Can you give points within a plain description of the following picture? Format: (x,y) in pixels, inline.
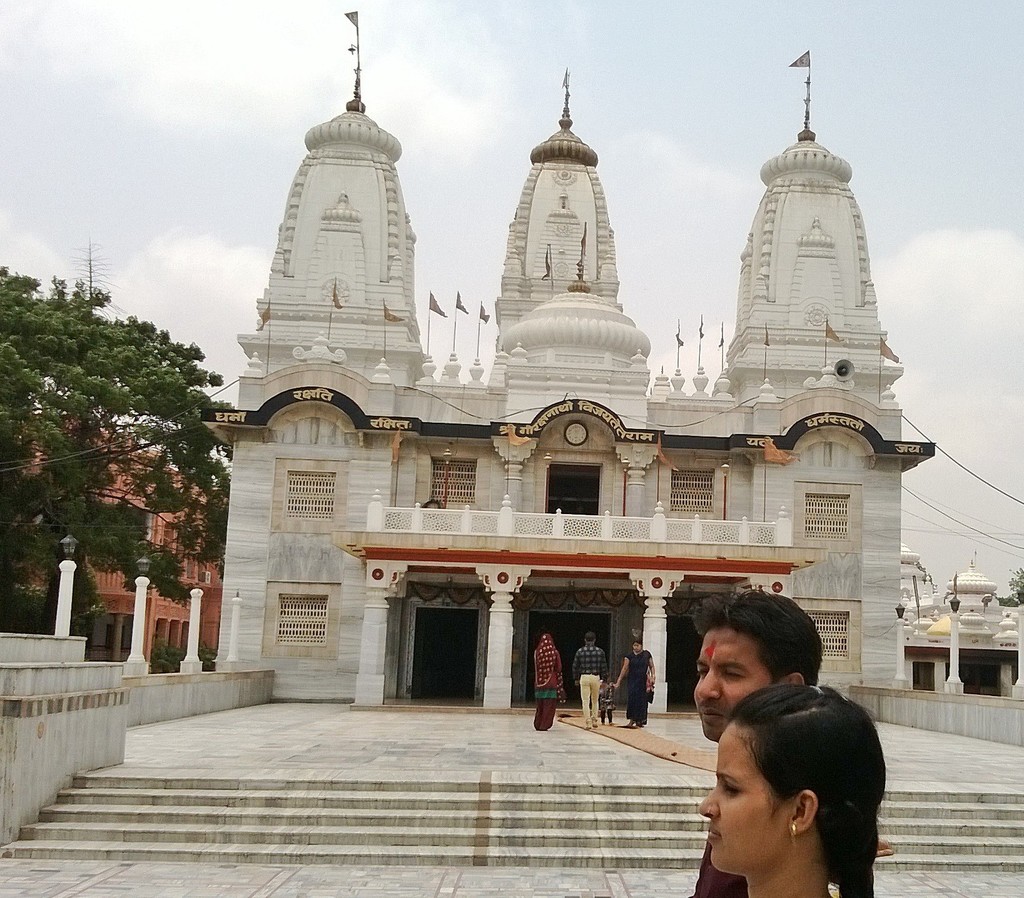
In the picture I can see a temple (526,533) and buildings (923,613). I can also see steps (479,821), people (723,826) are standing on the ground (677,875), trees (41,400), flags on the temple (441,383) and wires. In the background (489,158) I can see the sky (298,158).
